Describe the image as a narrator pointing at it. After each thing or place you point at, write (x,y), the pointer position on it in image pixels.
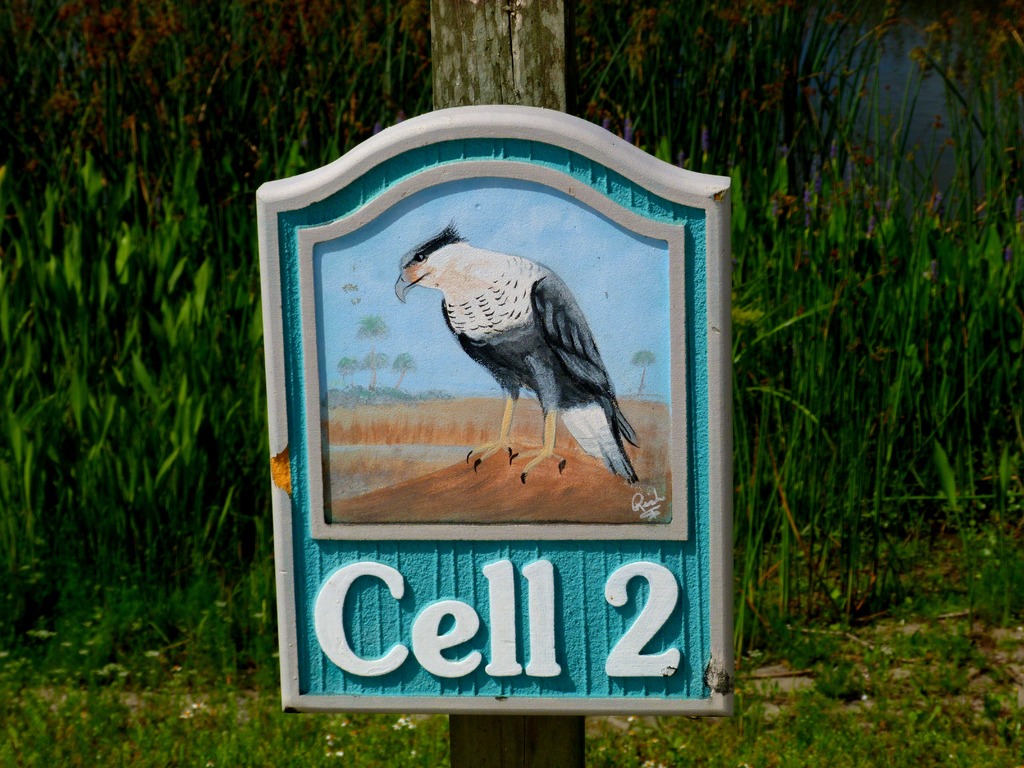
In the center of the image (574,262) we can see board (361,660) to the pole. In the background (87,174) there are plants (714,115) and water (901,116).
